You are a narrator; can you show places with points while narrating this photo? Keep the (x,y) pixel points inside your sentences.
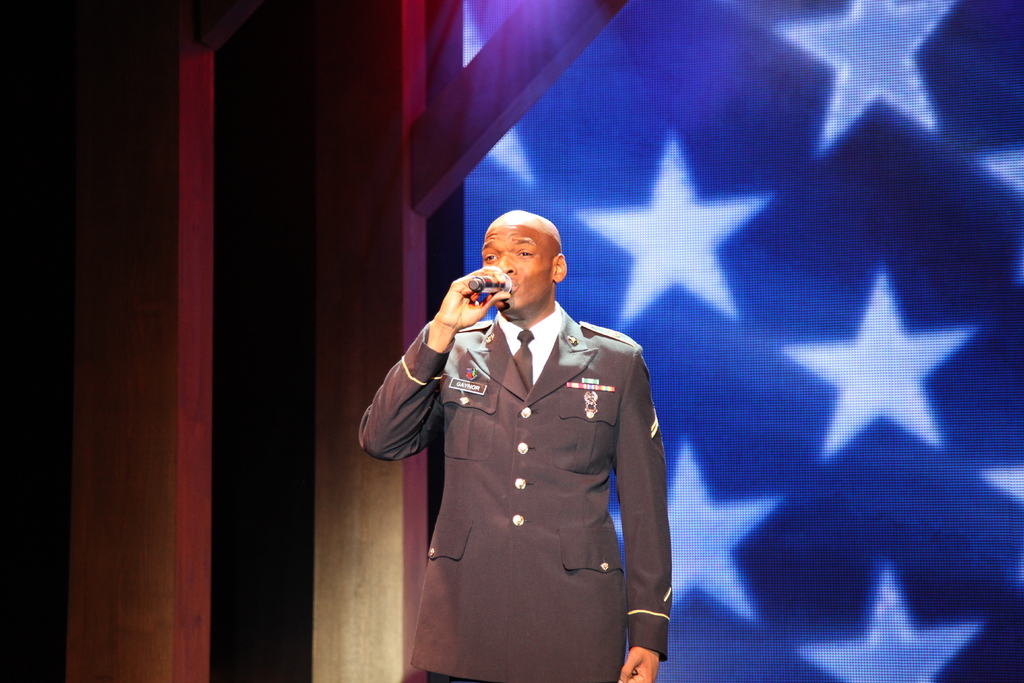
In the middle of the image (530,410) we can see a man (607,439), he is holding a microphone (508,286), behind to him we can see a screen (684,264).
